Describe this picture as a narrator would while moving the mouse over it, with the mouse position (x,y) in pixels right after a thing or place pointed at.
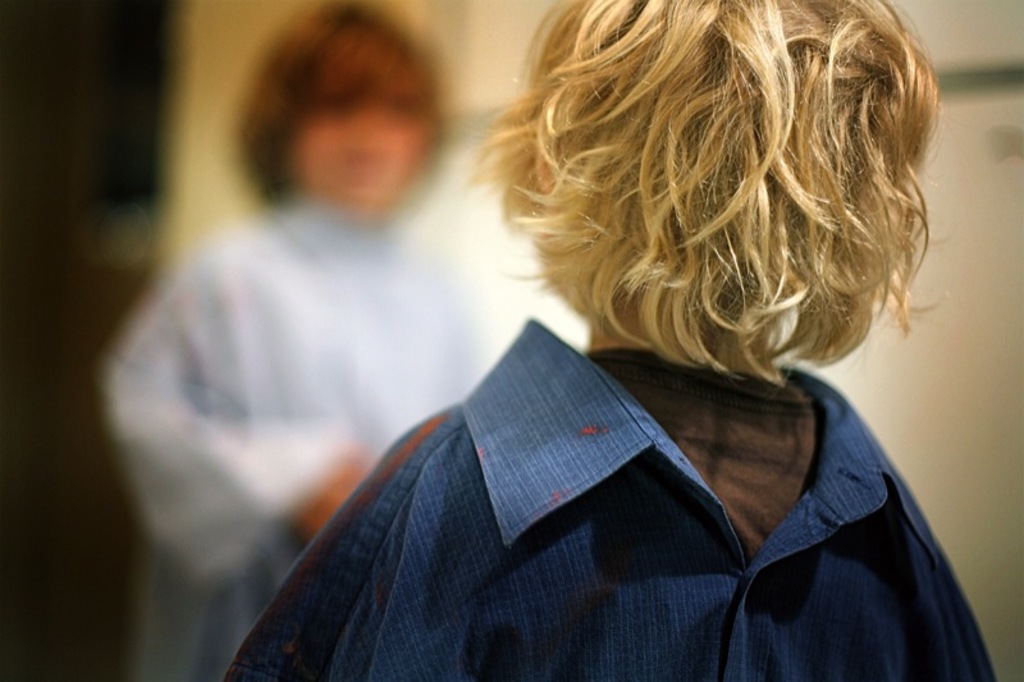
In this picture we can see two kids (604,338) and blurry background (969,375).
